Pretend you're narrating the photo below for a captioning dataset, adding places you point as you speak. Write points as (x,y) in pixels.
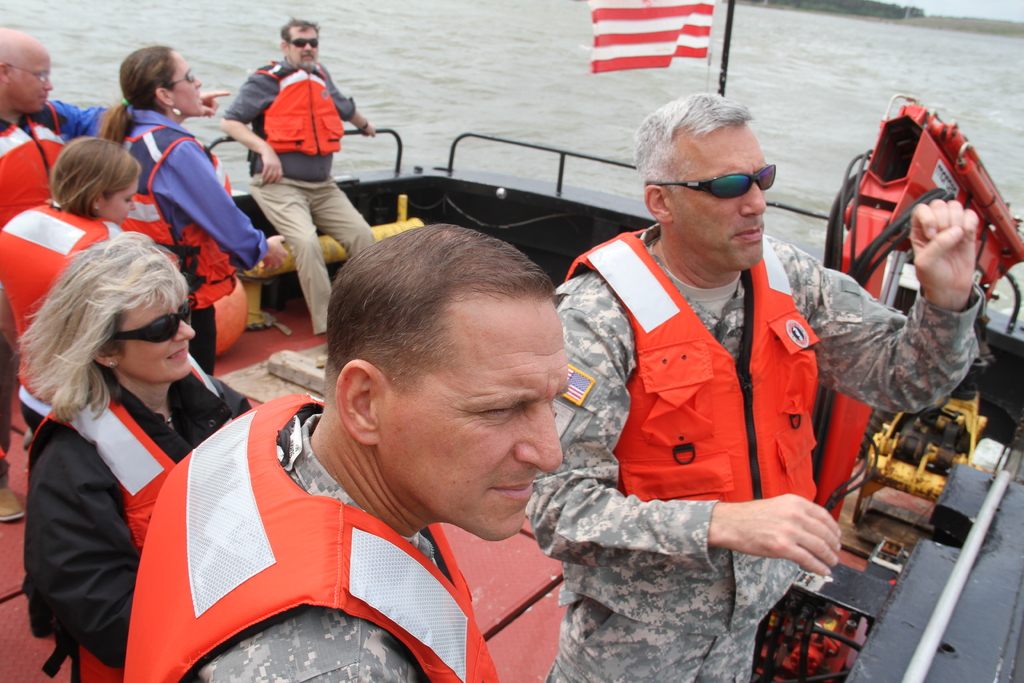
In this image we can see a group of persons (525,422) are standing, in the boat (967,468), they are wearing the safety jacket (762,495), there is the water (859,117), there are trees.
